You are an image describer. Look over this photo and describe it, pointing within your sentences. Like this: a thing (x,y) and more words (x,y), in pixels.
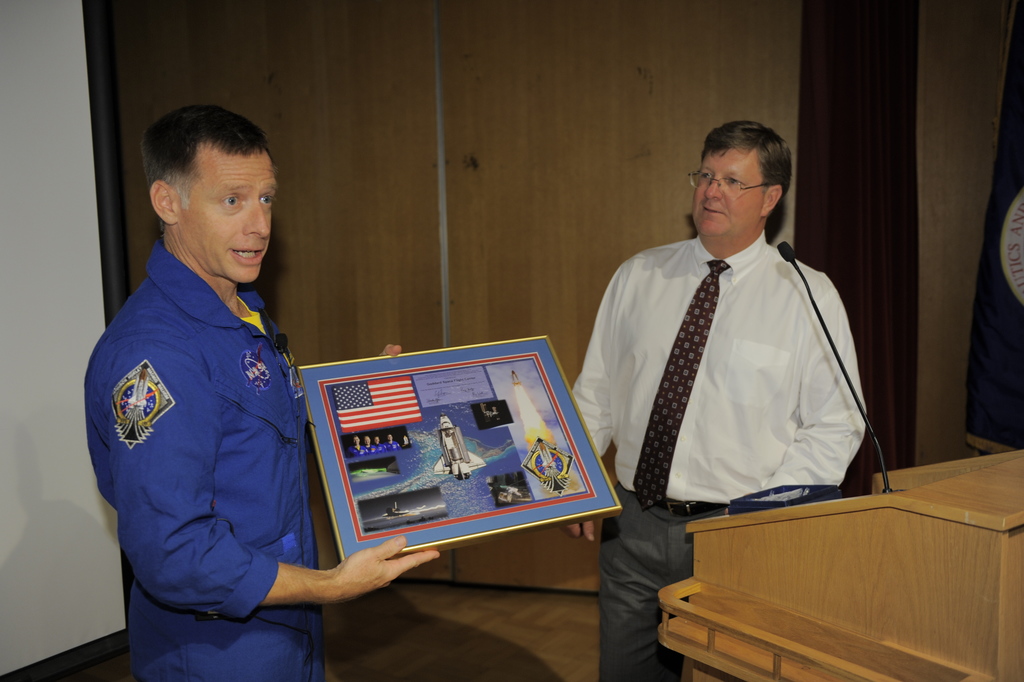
In the picture I can see a person (212,456) wearing blue dress (215,436) is standing and holding a photo frame (342,470) in the left corner (191,493) and there is a person (734,344) wearing white shirt (741,339) is standing in the right corner (792,384) and there is a wooden stand (935,473) which has a mic (851,377) placed on it is beside him.
